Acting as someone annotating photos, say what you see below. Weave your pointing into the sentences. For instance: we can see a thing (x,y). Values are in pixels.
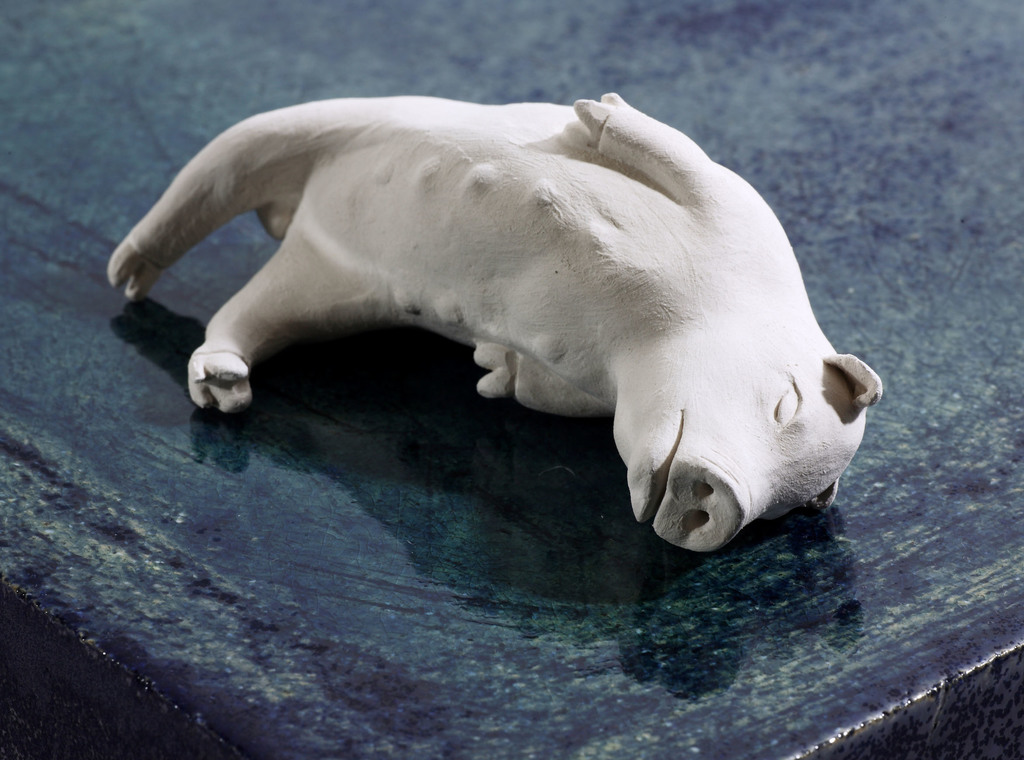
In this image there is a table (949,314), on that table (203,312) there is a pig toy (326,146).
